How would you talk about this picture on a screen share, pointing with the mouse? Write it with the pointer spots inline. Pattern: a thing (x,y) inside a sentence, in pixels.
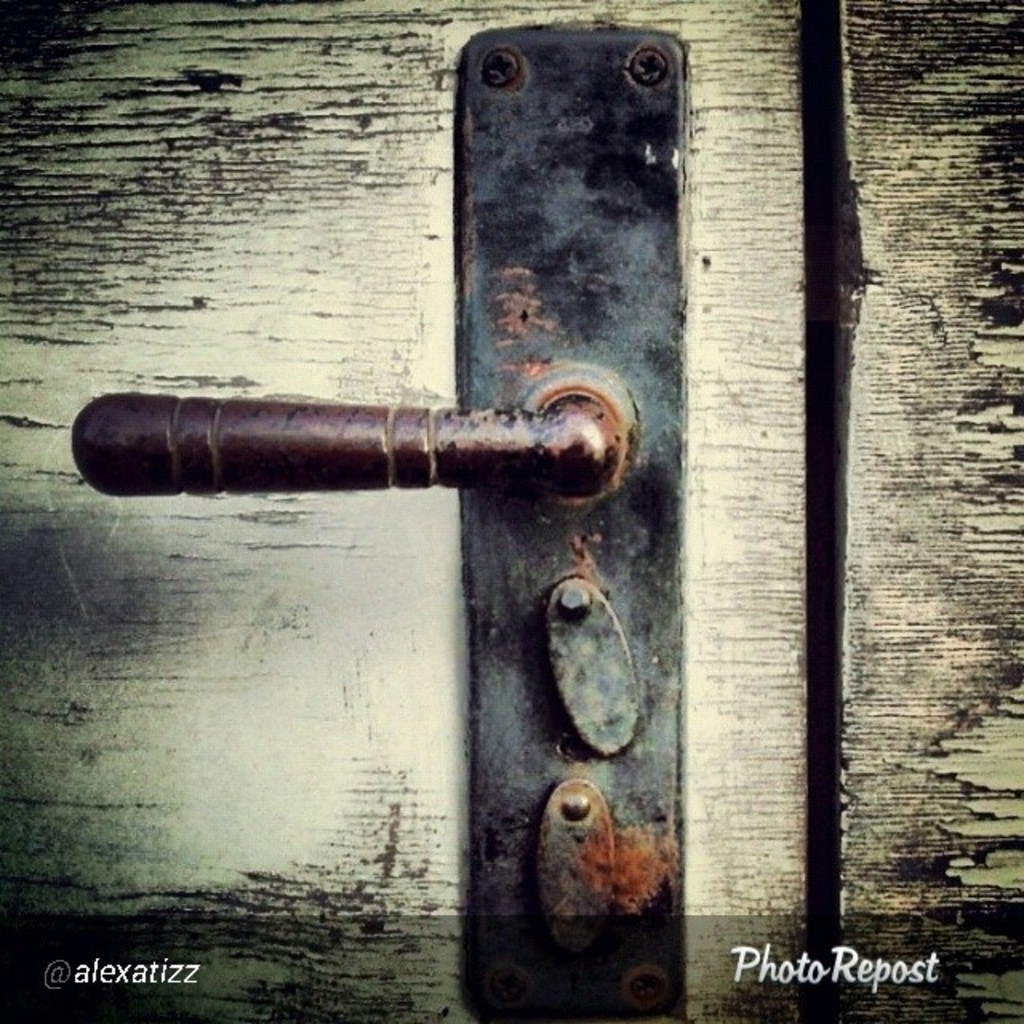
In this image there is a door lock (675,762), at the bottom (89,985) there is some text (97,975).
